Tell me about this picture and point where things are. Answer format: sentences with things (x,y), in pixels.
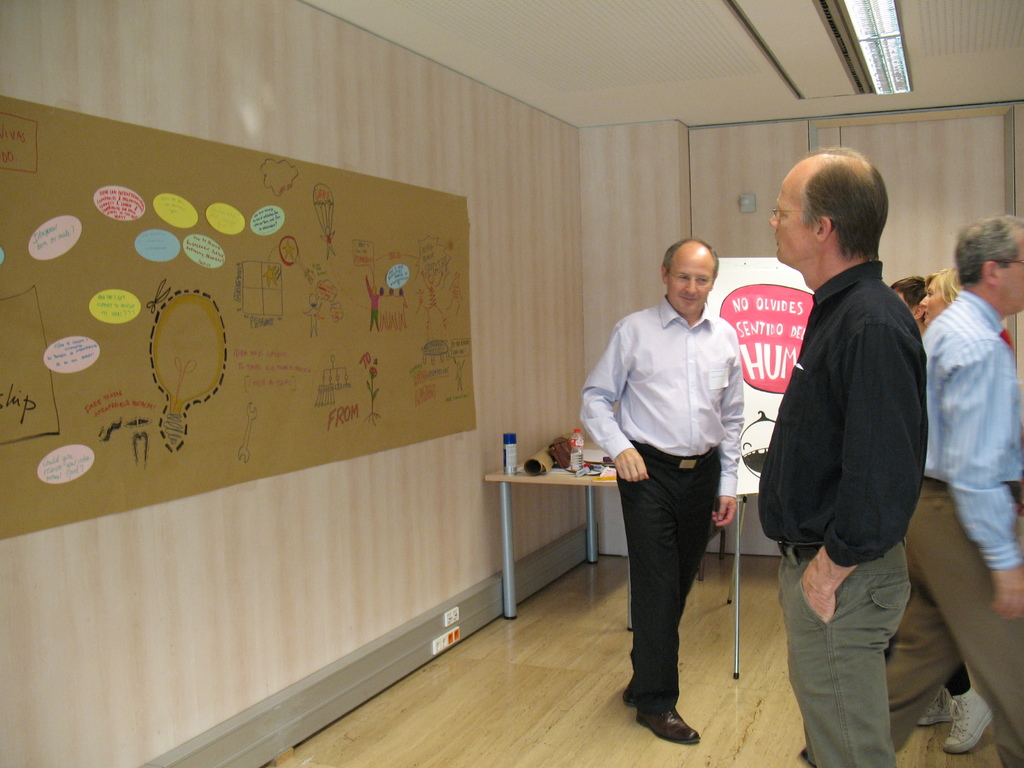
In this picture there are people (813,418) standing and there is a poster (38,239) on the wall (487,432) with a table (525,480) over here.
